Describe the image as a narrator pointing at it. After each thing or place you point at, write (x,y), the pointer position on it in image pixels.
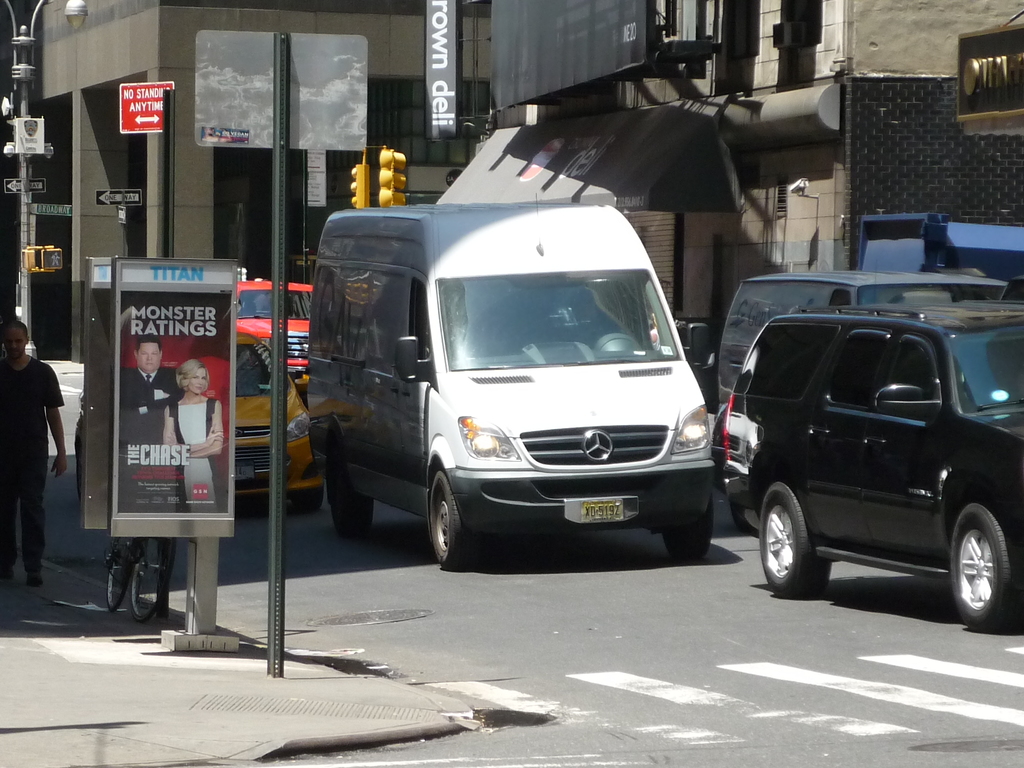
In this picture we can see some vehicles (260,383), on the right side (771,86) there are buildings (852,86), on the left side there is a person (37,473) walking, we can also see a bicycle (128,575), a hoarding (123,529) and a pole (281,450) on the left side (275,423), we can see traffic lights (367,178), poles (171,130) and sign boards (133,128) in the middle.
